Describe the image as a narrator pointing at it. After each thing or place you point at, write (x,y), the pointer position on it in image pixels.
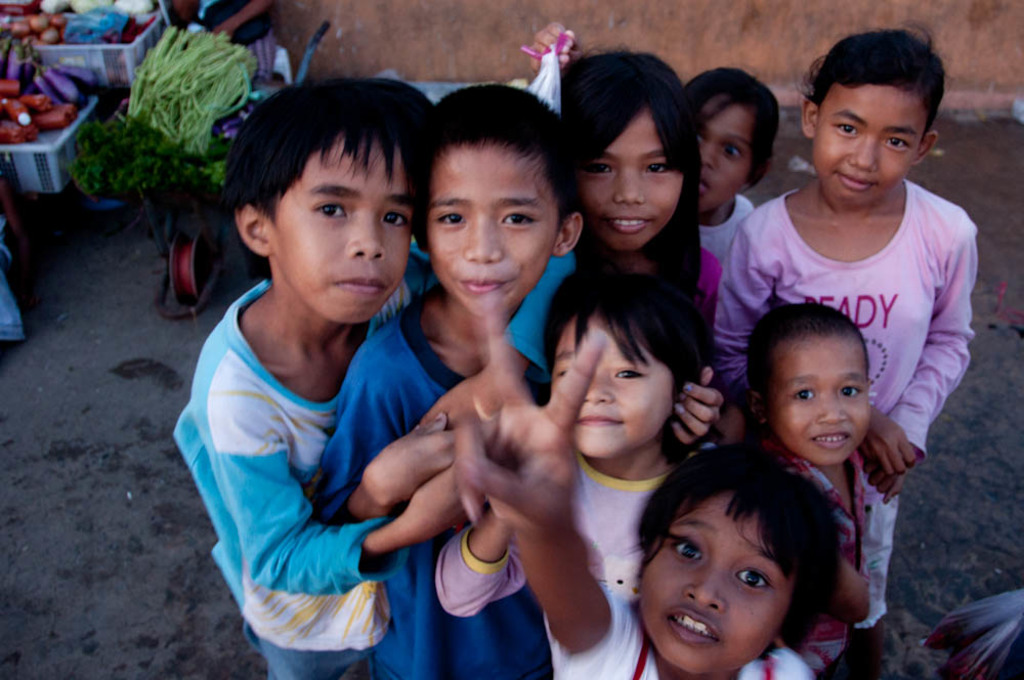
In this picture there are group of people (674,305) standing. At the back (222,133) there are vegetables (136,78) in the basket (22,147) and there is a wall (493,44). At the bottom (30,646) there is ground (179,615).
